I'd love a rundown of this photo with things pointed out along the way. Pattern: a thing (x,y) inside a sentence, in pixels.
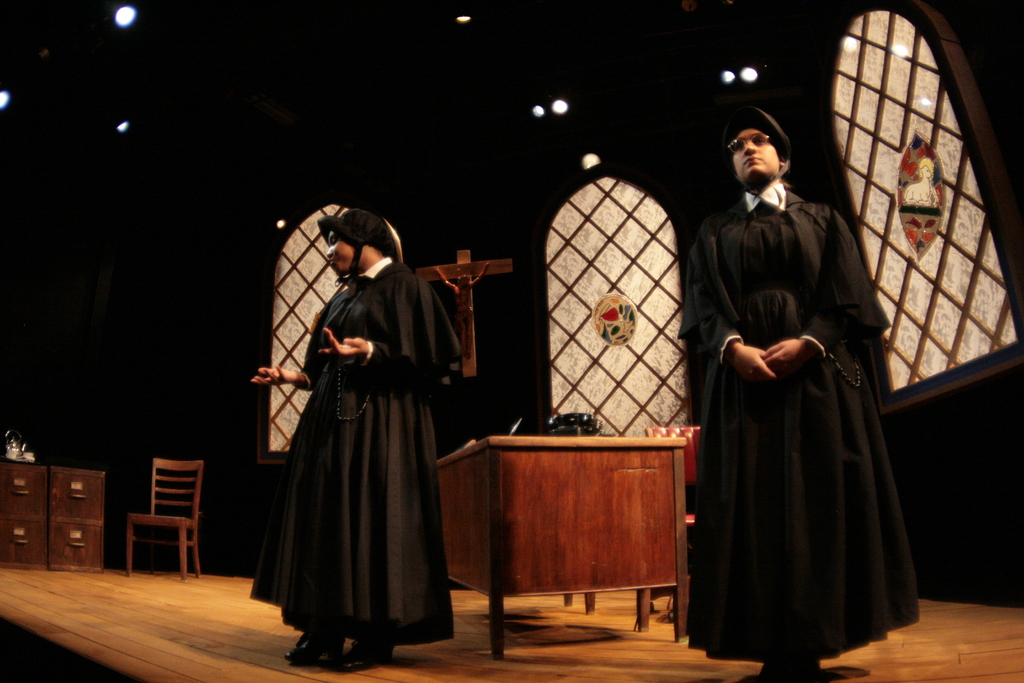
In the picture I can see these two persons (321,535) wearing black color dresses (384,288) are standing on the wooden floor (132,613), here I can see table (495,582), chairs (159,479), cupboards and the background of the image (669,296) is dark, where I can see the cross symbol (475,352) and stained glass (645,294).
